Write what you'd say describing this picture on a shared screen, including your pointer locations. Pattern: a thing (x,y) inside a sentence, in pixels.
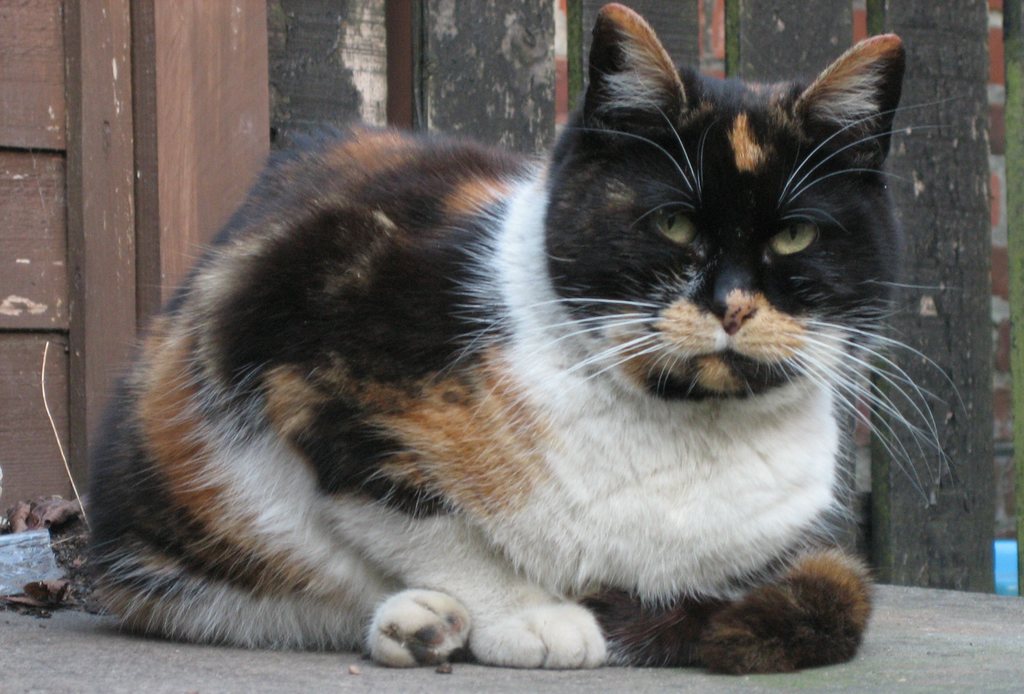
In this image there is a cat (323,430), behind the cat (373,412) there is a wooden wall (215,184).
